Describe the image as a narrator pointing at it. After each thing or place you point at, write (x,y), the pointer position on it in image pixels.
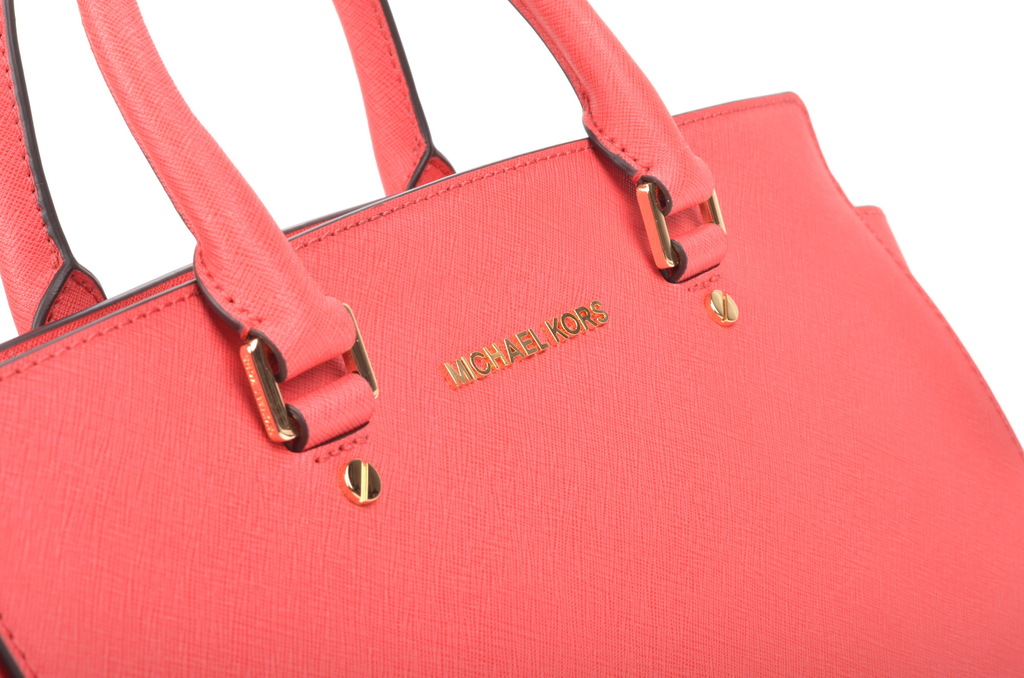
It is a red color Michael kors bag (588,339), it has two red color handles (262,256) to hold, the background (864,77) is white.
